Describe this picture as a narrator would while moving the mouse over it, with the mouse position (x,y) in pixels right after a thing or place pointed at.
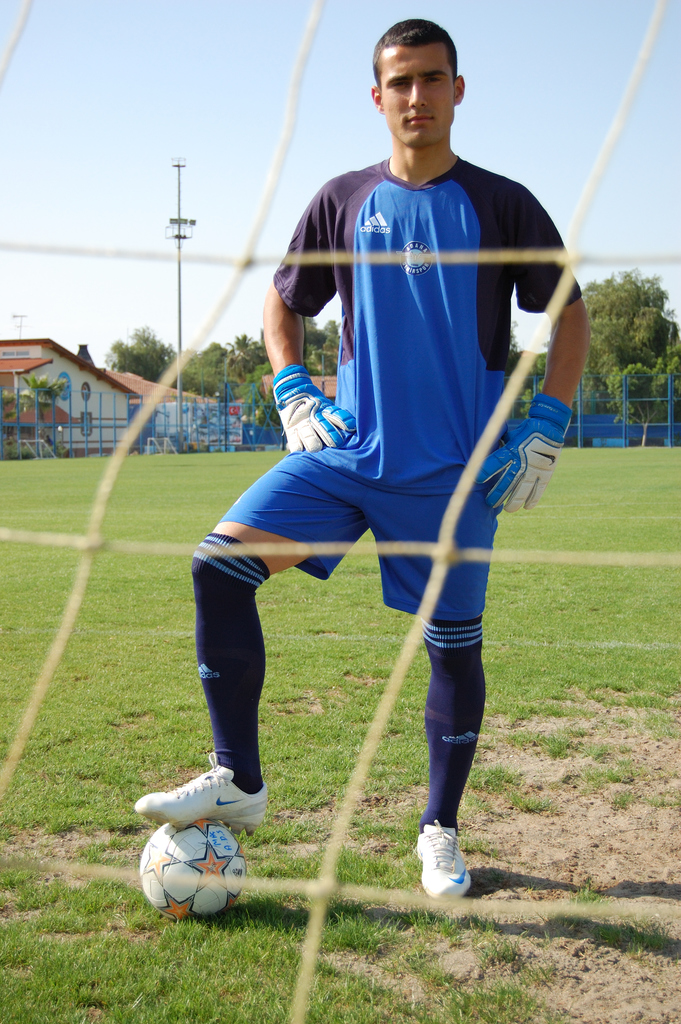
In this image there is a man (412,315) who is wearing the gloves (342,416) has kept his leg (214,707) on the ball (172,832), he seems to be a football player (418,353). In front of him there is a net (380,261). On the ground (136,616) is grass (112,592). In the background (110,392) there are houses (112,382). There is a fence (71,410) around the ground (239,463). In the middle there is a pole (180,248), Beside the pole (182,236) there are trees (241,347). At the top (547,55) there is the sky (551,55).
